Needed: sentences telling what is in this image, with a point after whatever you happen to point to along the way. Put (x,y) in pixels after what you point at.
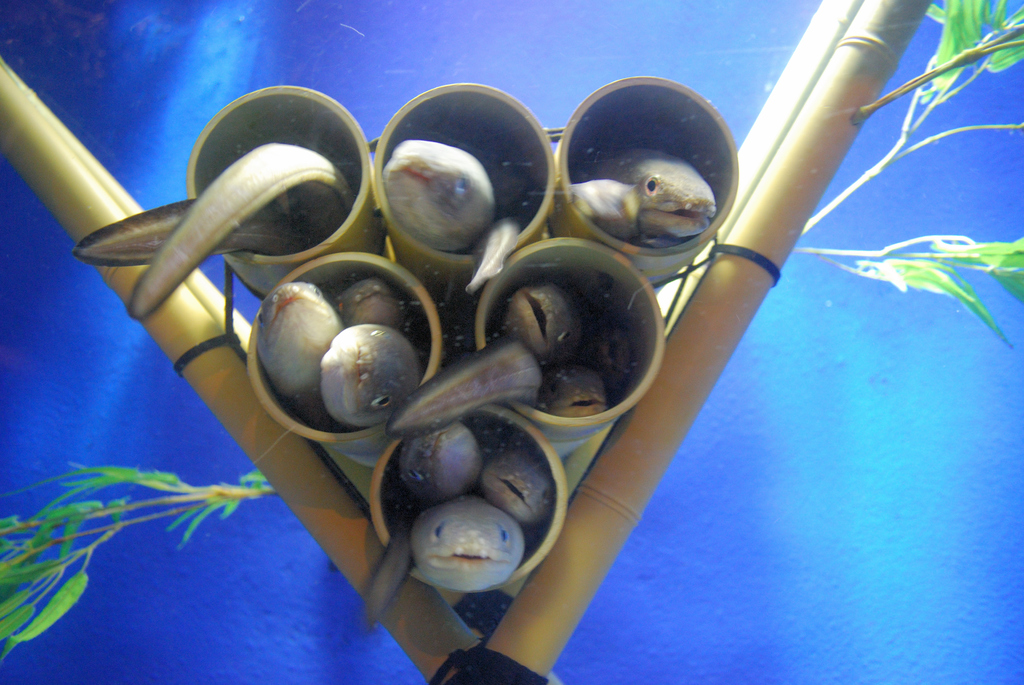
In this picture we can see fishes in wooden tubes (573,463), here we can see wooden sticks (597,556), plants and in the background (637,602) we can see it is blue color.
